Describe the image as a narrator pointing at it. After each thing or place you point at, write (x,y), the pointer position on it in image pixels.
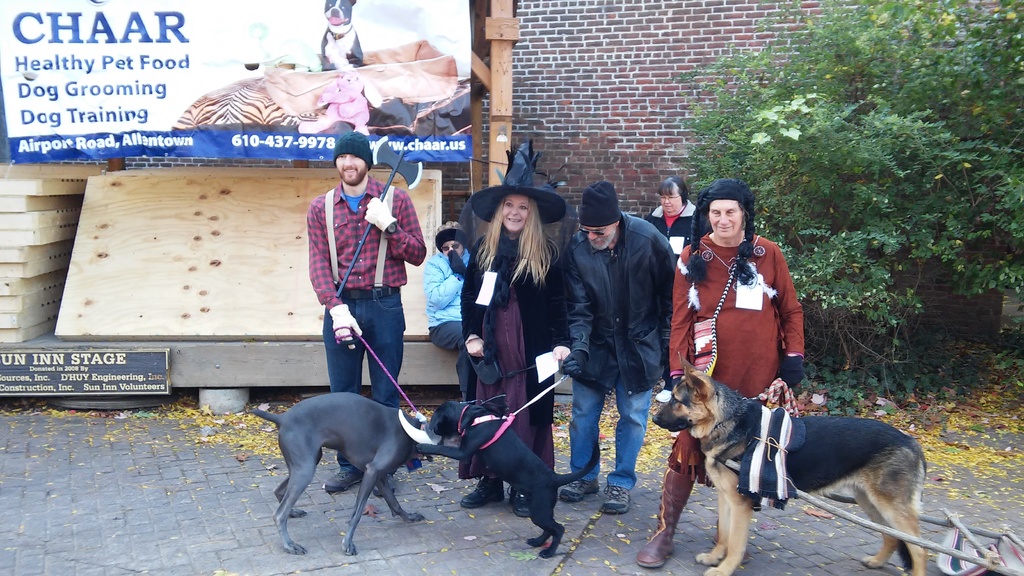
This picture describes about group of people (606,307), few people (564,288) wore costumes (517,291), in front of them we can find dogs (734,448), in the background (366,45) we can see a hoarding (395,97), few trees (781,233) and wooden planks (107,251).
